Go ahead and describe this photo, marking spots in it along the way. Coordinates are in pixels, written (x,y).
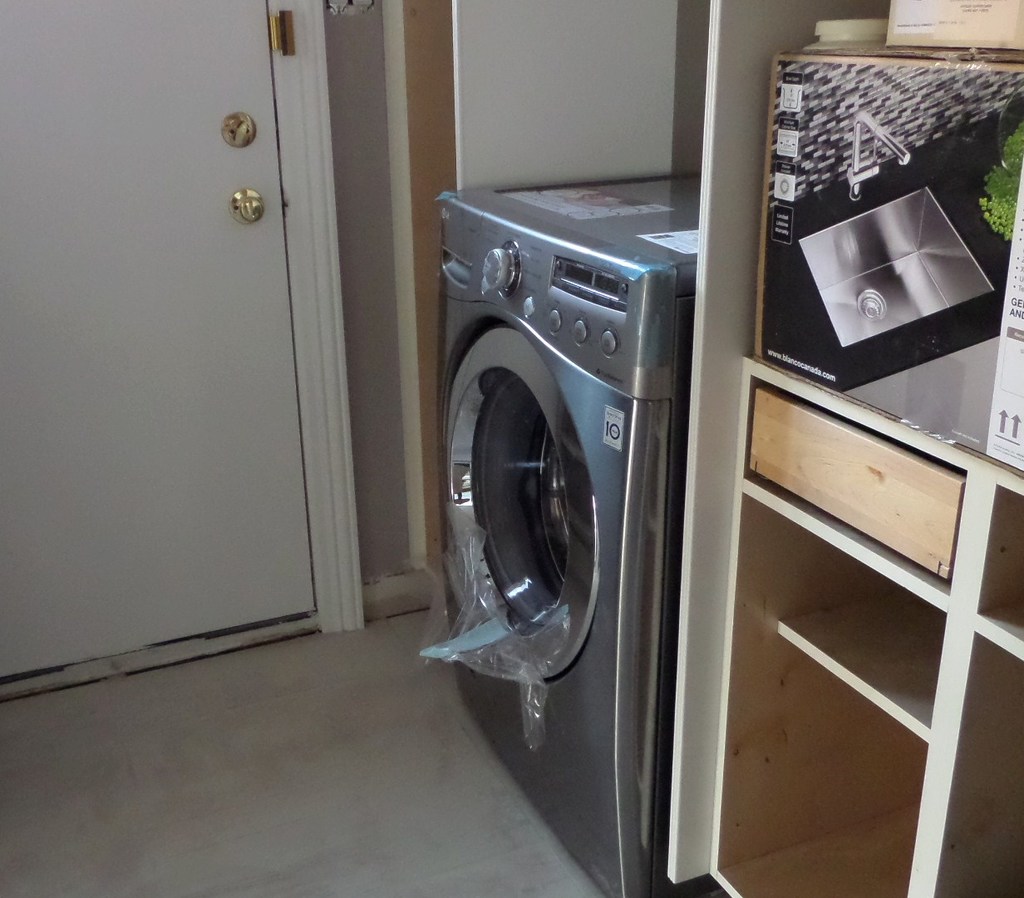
In this image we can see a washing machine (565,393), there is a box (952,187) on the cupboard (818,548), on the box (968,167) we can see some images (908,204), and text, also we can see the door (239,242).
